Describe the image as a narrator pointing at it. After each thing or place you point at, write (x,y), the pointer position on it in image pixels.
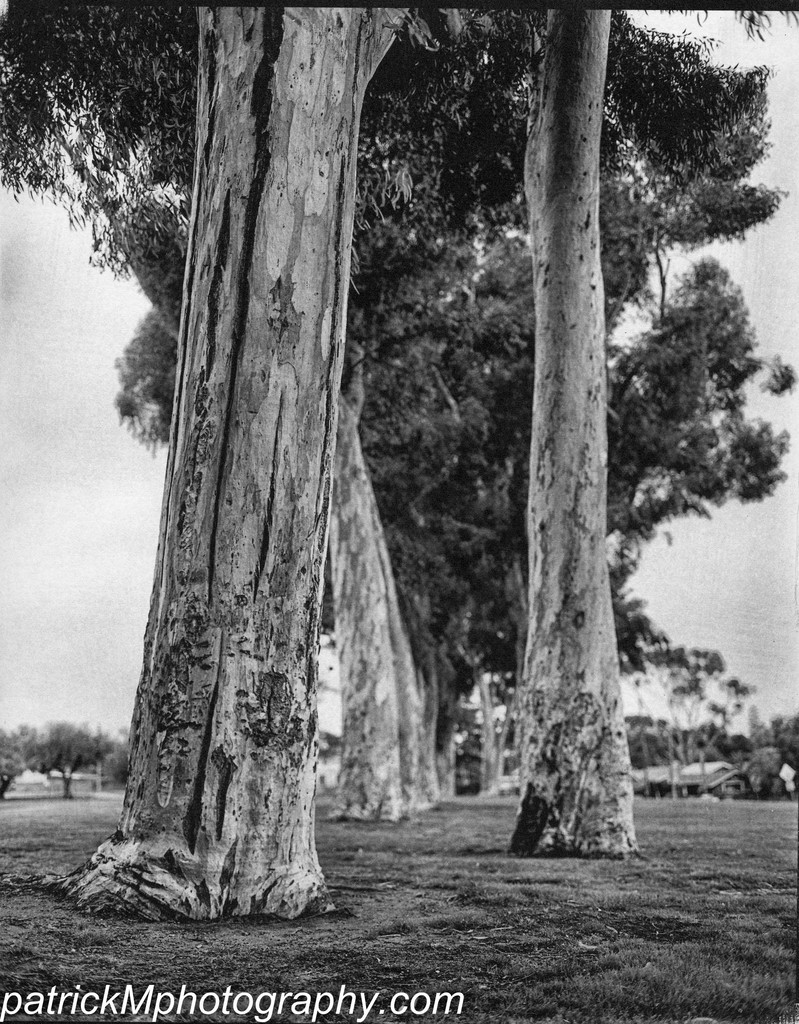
This is a black and white picture, in this image we can see some trees (193,602) and houses (685,777), in the background (41,544), we can see the sky (13,539) and at the bottom of the image (40,992) we can see some text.
